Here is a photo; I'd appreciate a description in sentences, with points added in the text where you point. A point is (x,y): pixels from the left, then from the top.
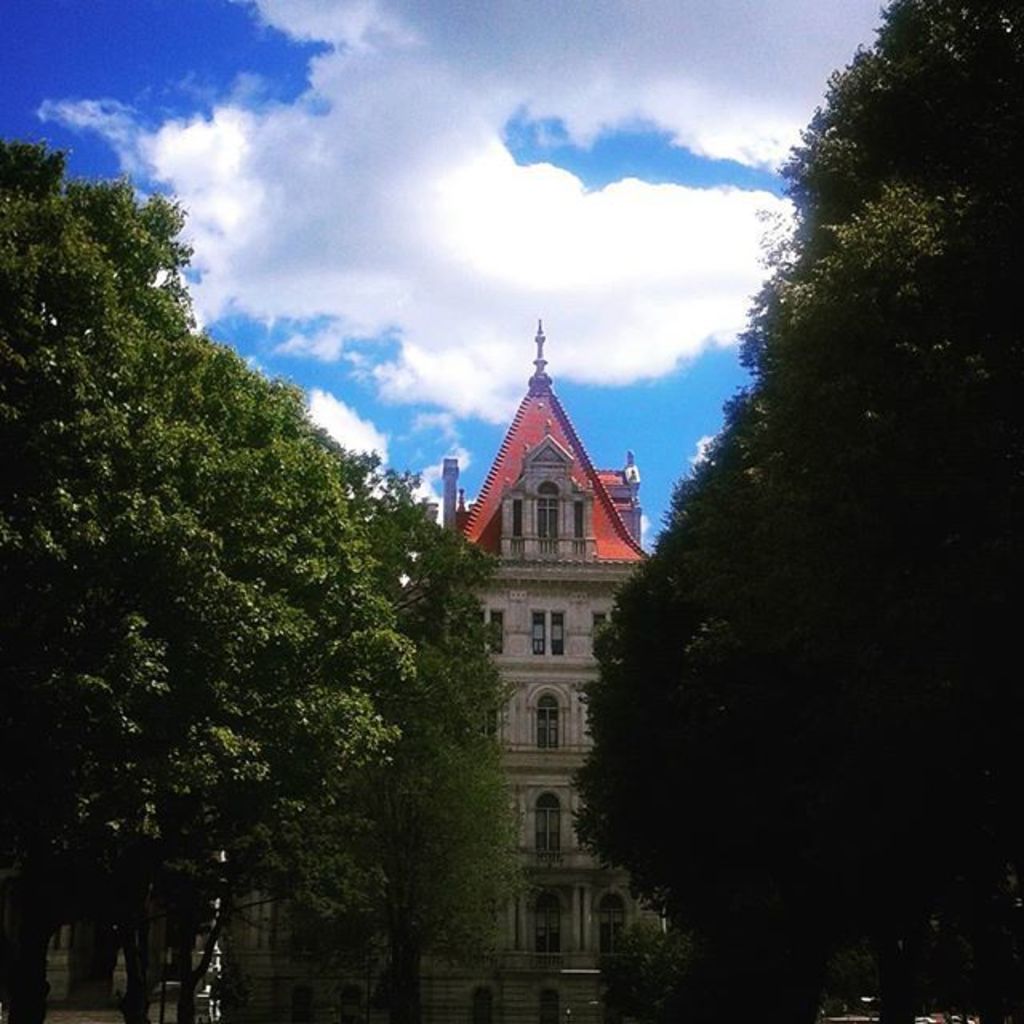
In the picture we can see trees (1016,853) and in the middle of the trees (327,622) we can see a historical building (273,1009) and to it we can see some doors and windows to it and behind it we can see a sky (567,385) with clouds (428,343).
